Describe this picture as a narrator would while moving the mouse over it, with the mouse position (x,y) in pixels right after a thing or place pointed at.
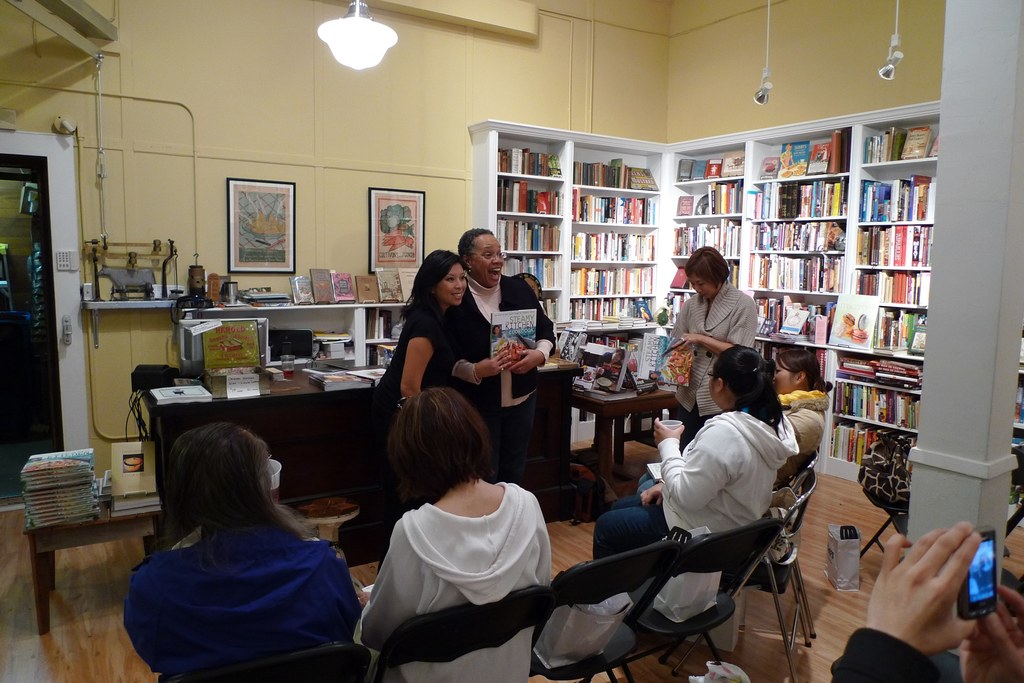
In this picture I can observe some people (237,429) in this room (295,432). Some of them are sitting on the chairs (721,553). I can observe a light (356,54) hanging to the ceiling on the top of the picture (353,38). On the right side (749,245) there is a bookshelf (755,189). In the background (279,206) I can observe some photo frames (261,214) on the wall (232,139).
